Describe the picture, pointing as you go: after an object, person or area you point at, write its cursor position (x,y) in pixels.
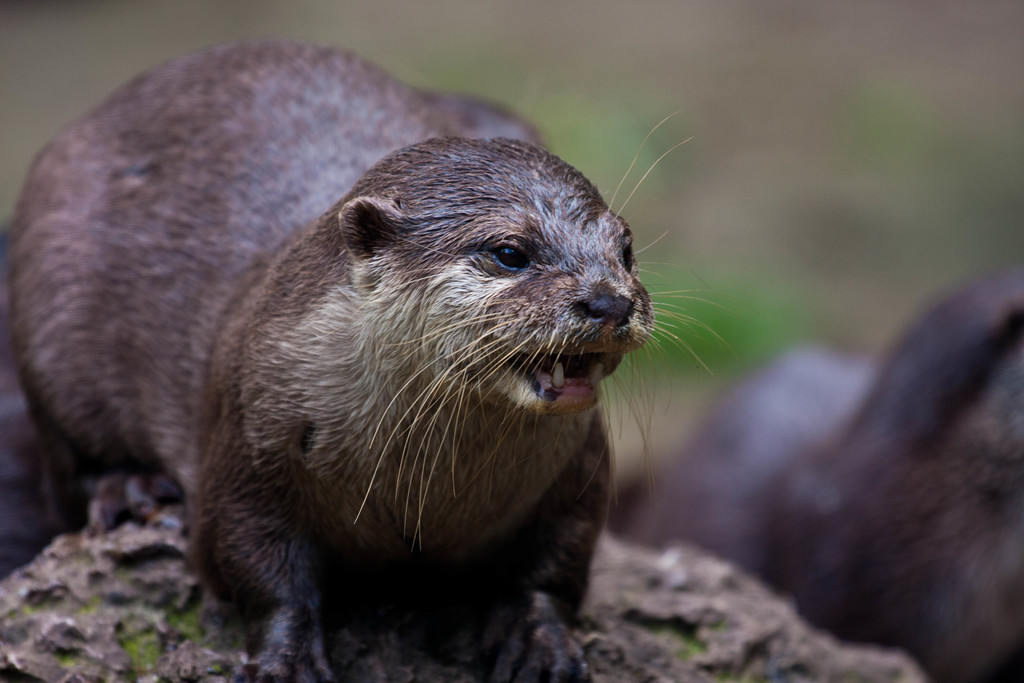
In this image, we can see an animal (508,278) on the rock (603,599). In the background (842,398), image is blurred.
